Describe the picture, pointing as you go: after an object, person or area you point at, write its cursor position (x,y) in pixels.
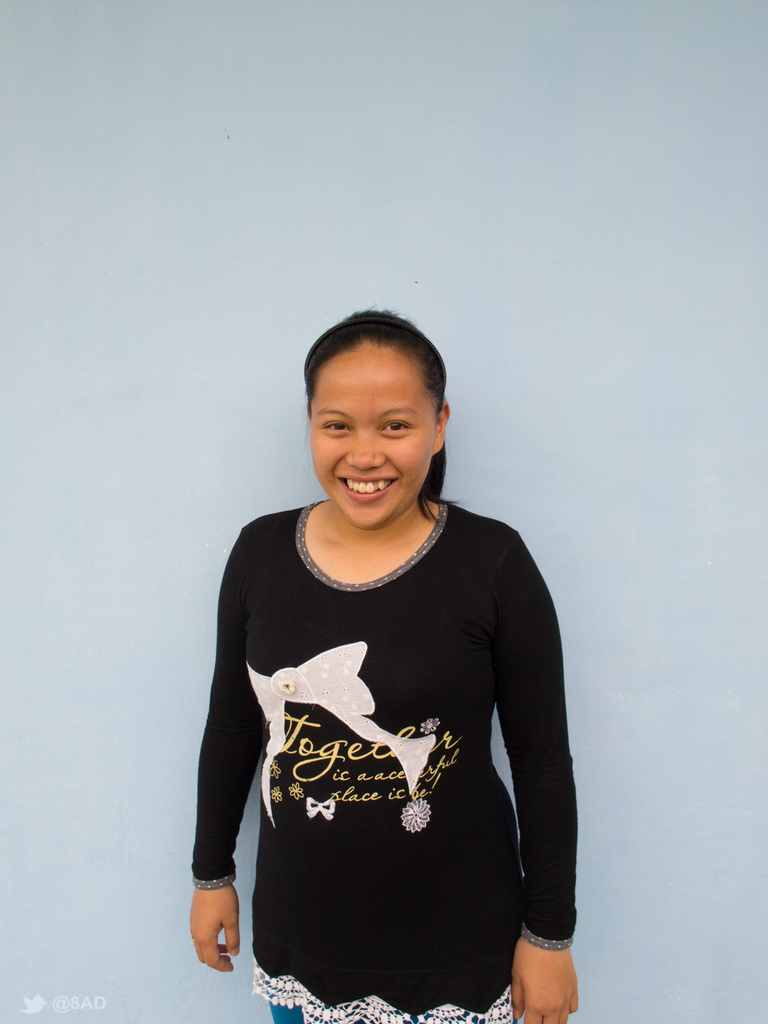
In this image there is a woman (365,599) with a smile on her face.
